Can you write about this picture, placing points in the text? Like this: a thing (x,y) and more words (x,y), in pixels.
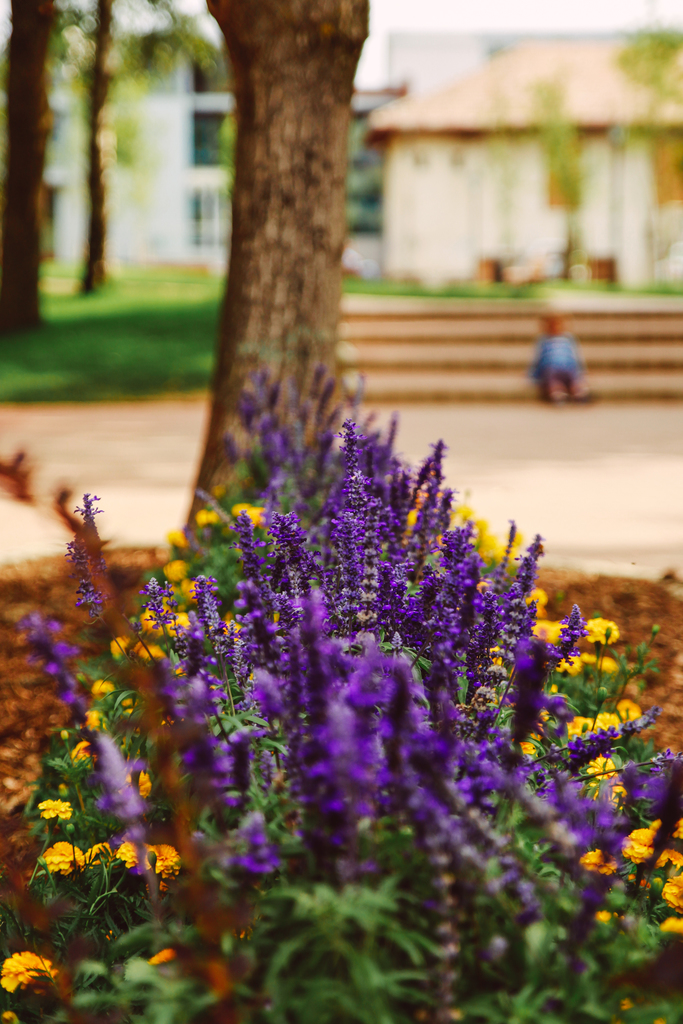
In this image we can see two houses (482,166), in front of the white building (131,195) some grass (201,365) is there. So many trees (564,171) and some plants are there. In front of the house (422,270) in staircase (416,315) small boy (573,368) is sitting. One road (523,461) is there.
